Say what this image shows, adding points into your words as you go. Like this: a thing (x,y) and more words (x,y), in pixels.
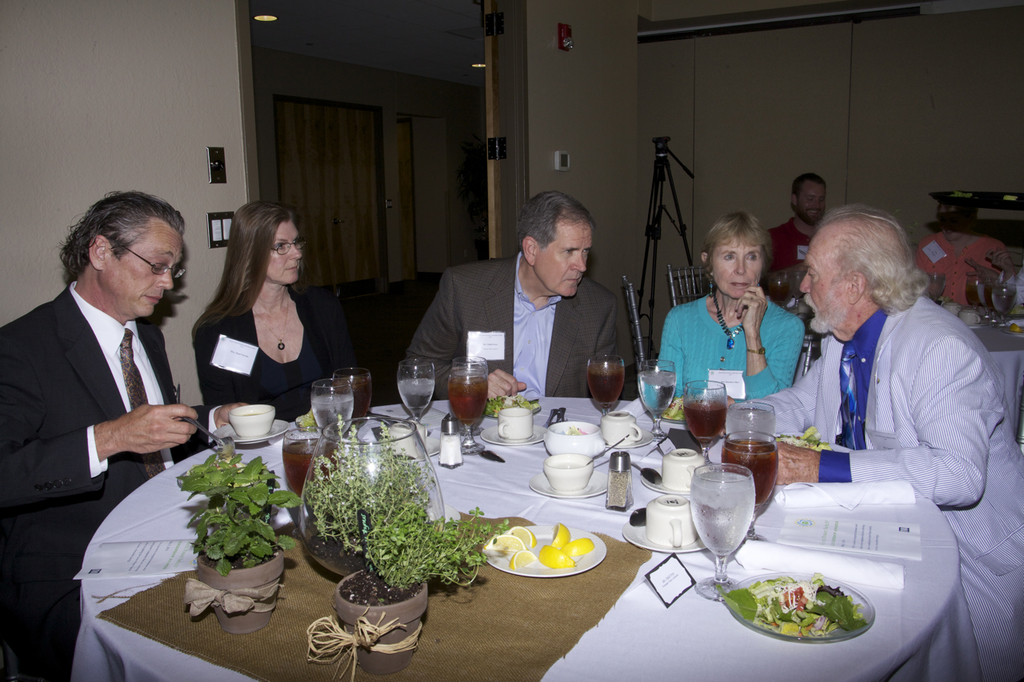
In this image there are group of people (127,395) who are sitting on a chair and in front of them there is one table (156,483) and that table (424,604) is covered with a white cloth (753,573). On that table (643,515) there are glasses (722,480), cups (678,477), saucers (505,440), plates (532,528), papers (793,524) are there on the table (431,539) and on the table (823,507) there are two flower pots (346,591) and two plants (400,543) are there. On the bottom of the right corner (819,599) there are two plates (585,554) and in that plates (544,571) there is some food (762,598) and on the background (804,120) there is wall (157,96) and the right side (750,105) and the left side of the image (174,83) and in the middle (386,238) there is door (326,163).
